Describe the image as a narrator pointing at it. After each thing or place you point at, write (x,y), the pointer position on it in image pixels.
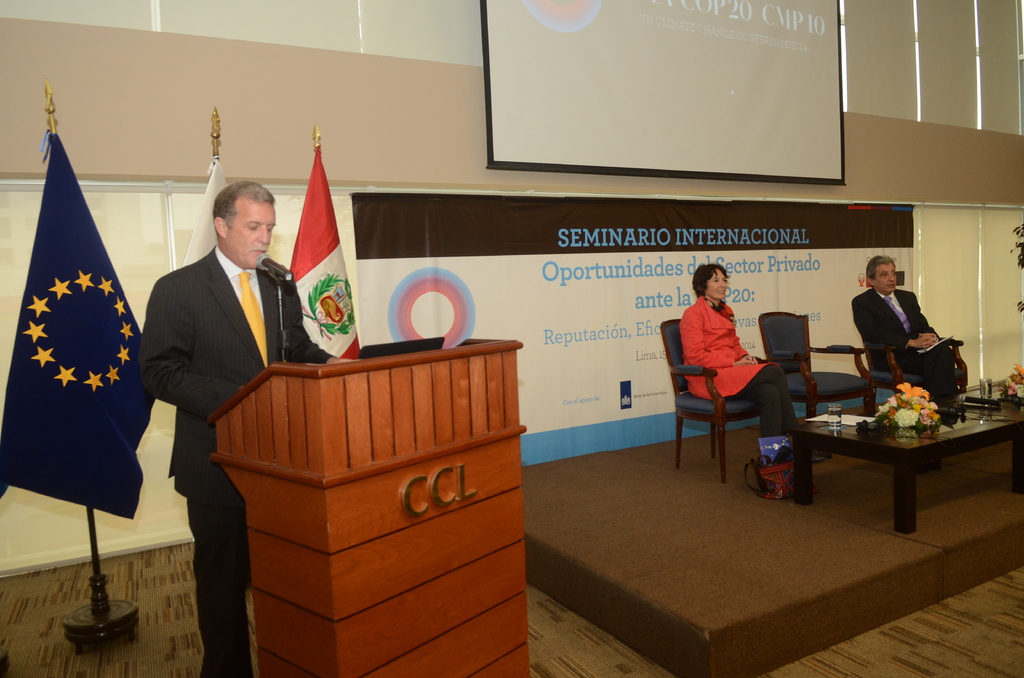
On the right side of the image (708,316) I can see a man (880,320) and a woman (741,363) sitting on the chair (711,401). In front of them there is a table (896,443) on which a flower pot (910,417) and a glass (838,420) are placed. In the background (775,264) there is a banner (638,264) and a screen (624,104) which are attached to the wall (410,139). On the left side of the image (197,337) there is a man (229,331) standing in front of the podium (330,422). At the back of this person (206,307) there are three flags (87,357).
